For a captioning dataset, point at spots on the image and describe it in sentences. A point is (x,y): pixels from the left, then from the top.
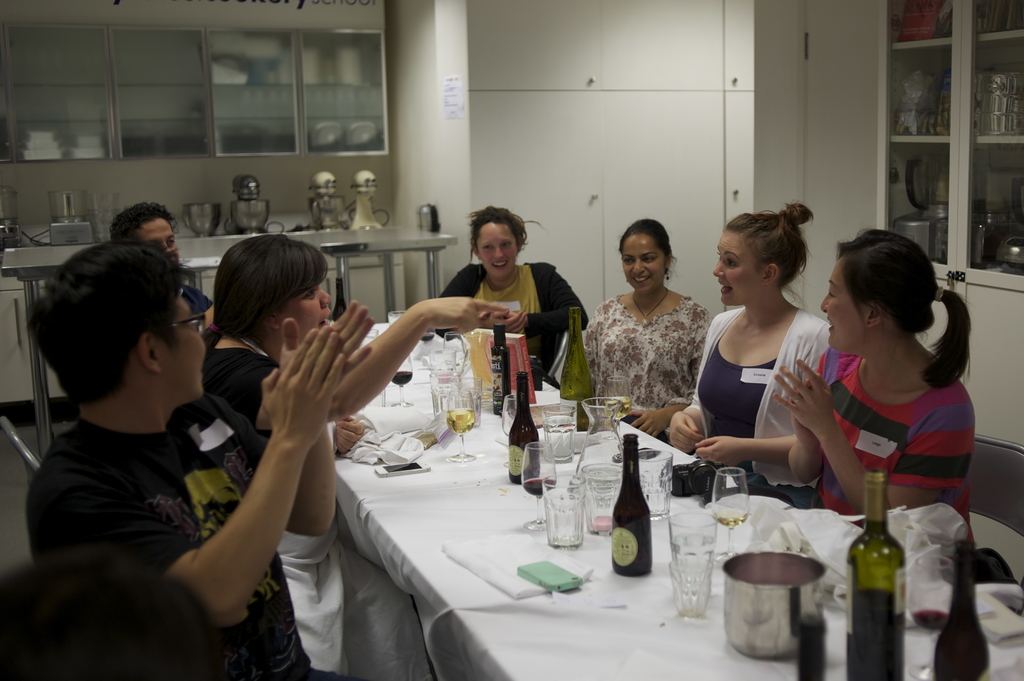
As we can see in the image there is a white color wall (417,105), shelves (319,137) and few people (229,335) sitting on chairs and there is a table (505,516) over here. On table (567,467) there are bottles (633,543), bowls (727,570), glasses (690,595), mobile phone (410,470).
